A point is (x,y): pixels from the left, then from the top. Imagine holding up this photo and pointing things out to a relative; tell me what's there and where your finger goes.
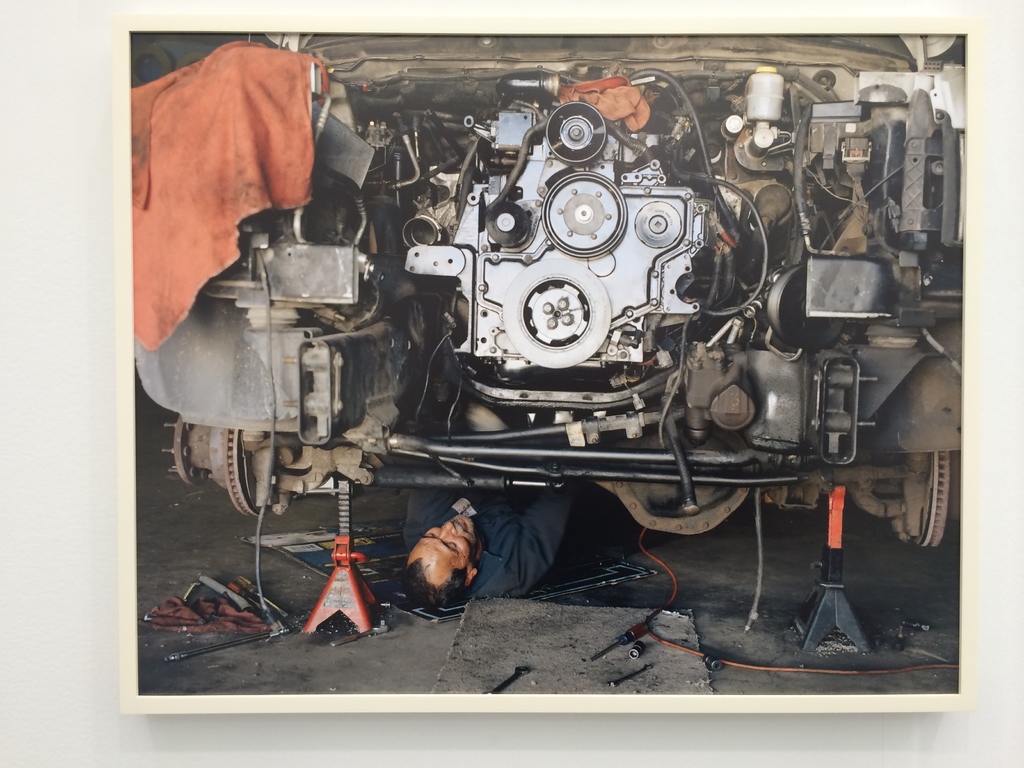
In the image I can see a man (507,535) is lying on the ground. I can also see machines (582,273), wires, clothes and some other objects (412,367).
